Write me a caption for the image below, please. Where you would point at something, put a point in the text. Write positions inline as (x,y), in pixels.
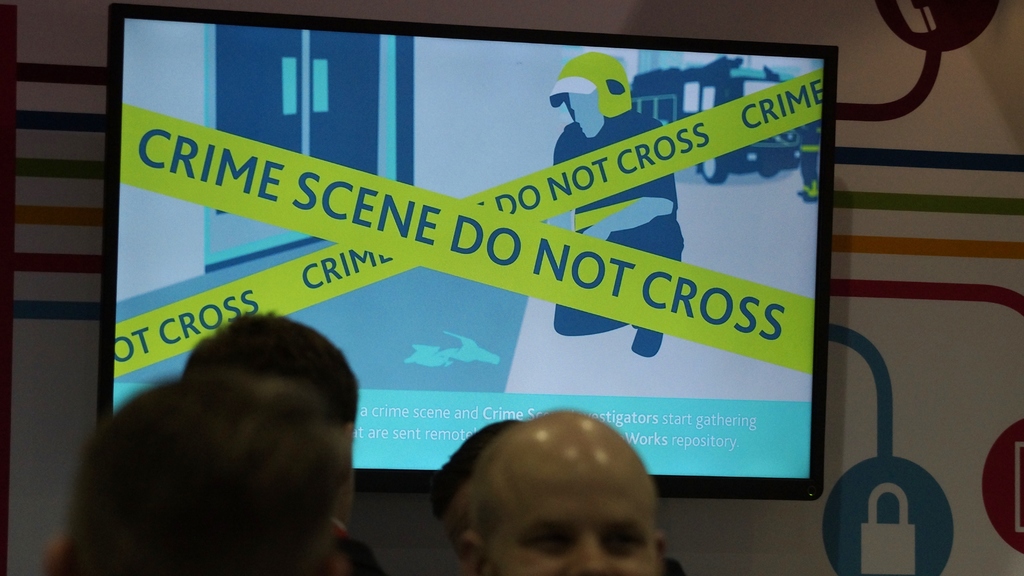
In this image there is a television (477,280) in the middle (515,293) which is fixed to the wall (948,198). On the wall (945,226) there is some design (920,469). At the bottom (345,481) there are few people (530,525). On the screen (475,258) we can see that there is a fence (382,217). Behind the fence (484,253) there is a person (608,139) who is kneeling down on the floor (590,336).
